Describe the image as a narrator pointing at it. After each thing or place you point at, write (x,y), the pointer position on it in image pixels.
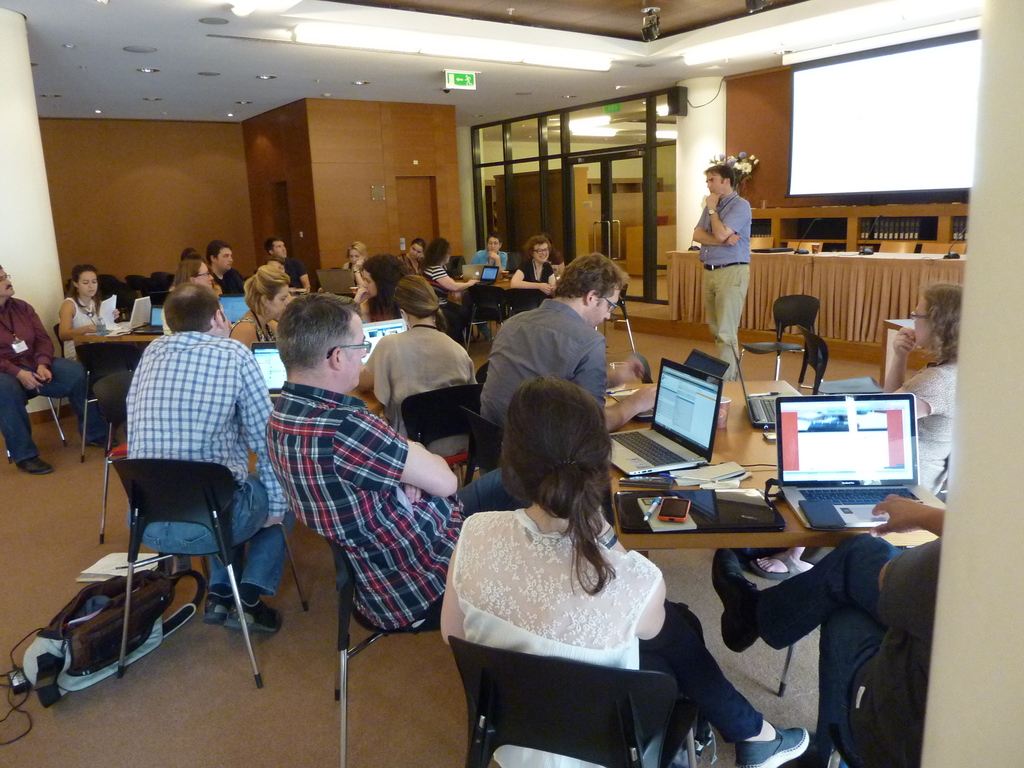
As we can see in the image there is a wall (132,169), door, screen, flower flask (746,165), few people (442,544) sitting on chairs (482,452) and tables (713,449). On table (725,456) is a laptop (676,432), keyboard (762,405), glass (719,415), papers (709,470), mobile phone (676,503), pen (651,508) and papers (667,527).
